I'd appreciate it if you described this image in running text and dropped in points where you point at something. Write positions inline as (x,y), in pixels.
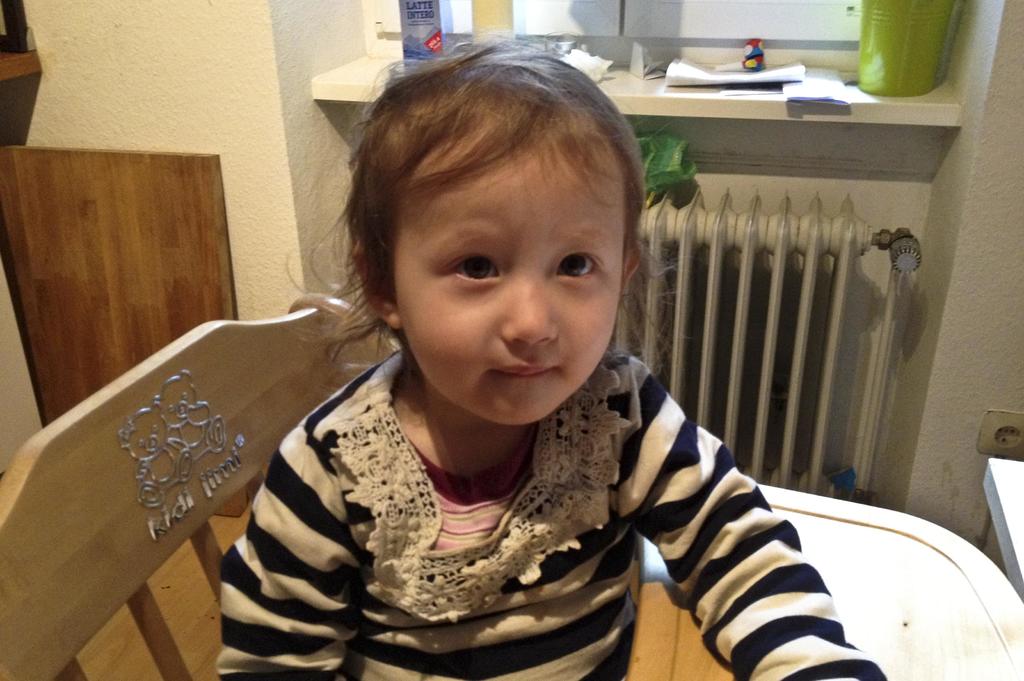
In the foreground of this image (533,615), there is a kid (536,474) sitting on a chair (213,503). In the background (130,256), there is a wooden plank (130,163), wall (241,25), box (418,35), few papers (811,75) and few pipes like structure (878,349).
